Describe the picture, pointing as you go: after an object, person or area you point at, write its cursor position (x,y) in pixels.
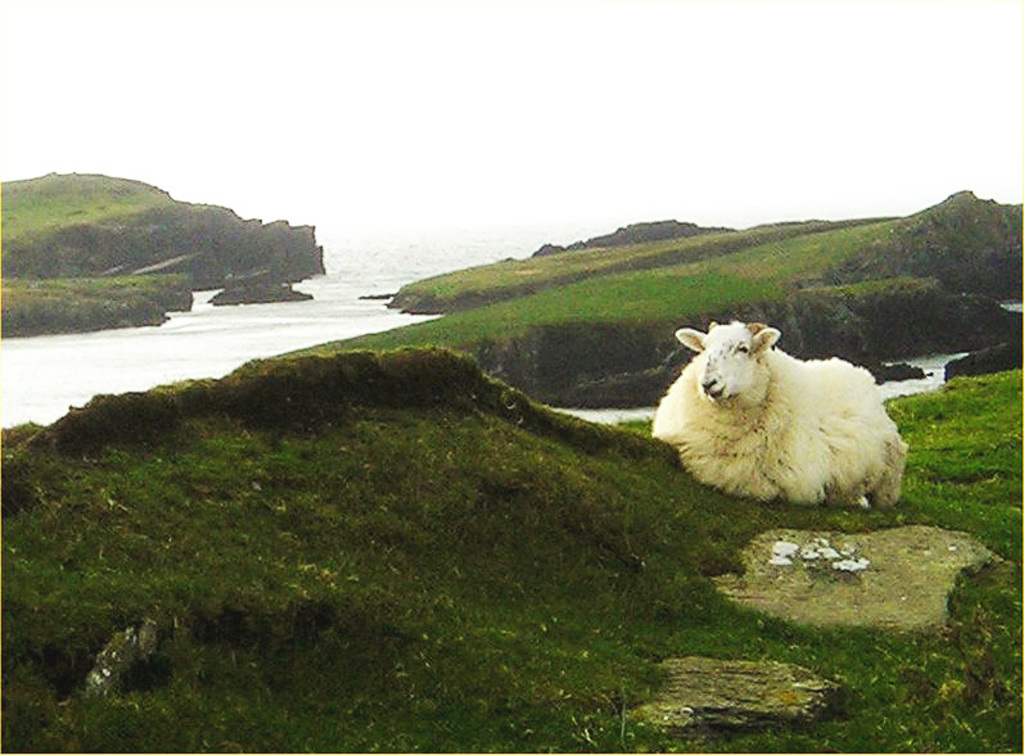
On the right side of the image (808,380) we can see a sheep (733,398) on the grass (651,426), in the background (349,258) we can see water (214,325).
